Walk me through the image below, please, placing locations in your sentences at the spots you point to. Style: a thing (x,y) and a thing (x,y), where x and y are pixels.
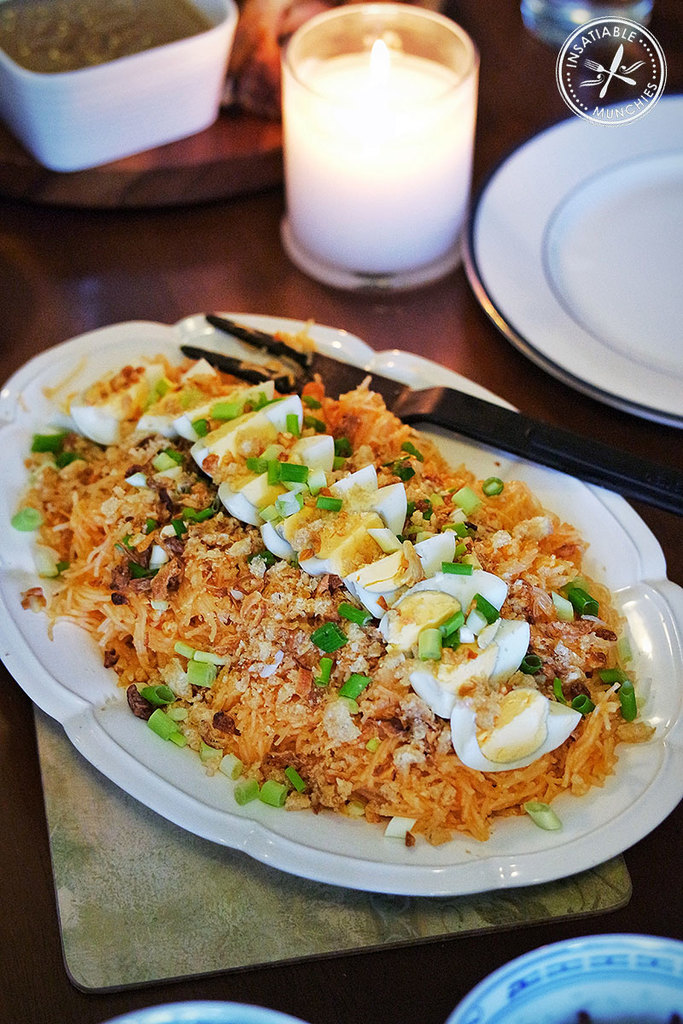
In this picture, we see a brown table (174,261) on which a plate (273,739) containing food (273,656), fork (246,376), bowls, empty plate (586,294), bowl (103,91) containing food (67,17) and a candle (319,191) is placed.
